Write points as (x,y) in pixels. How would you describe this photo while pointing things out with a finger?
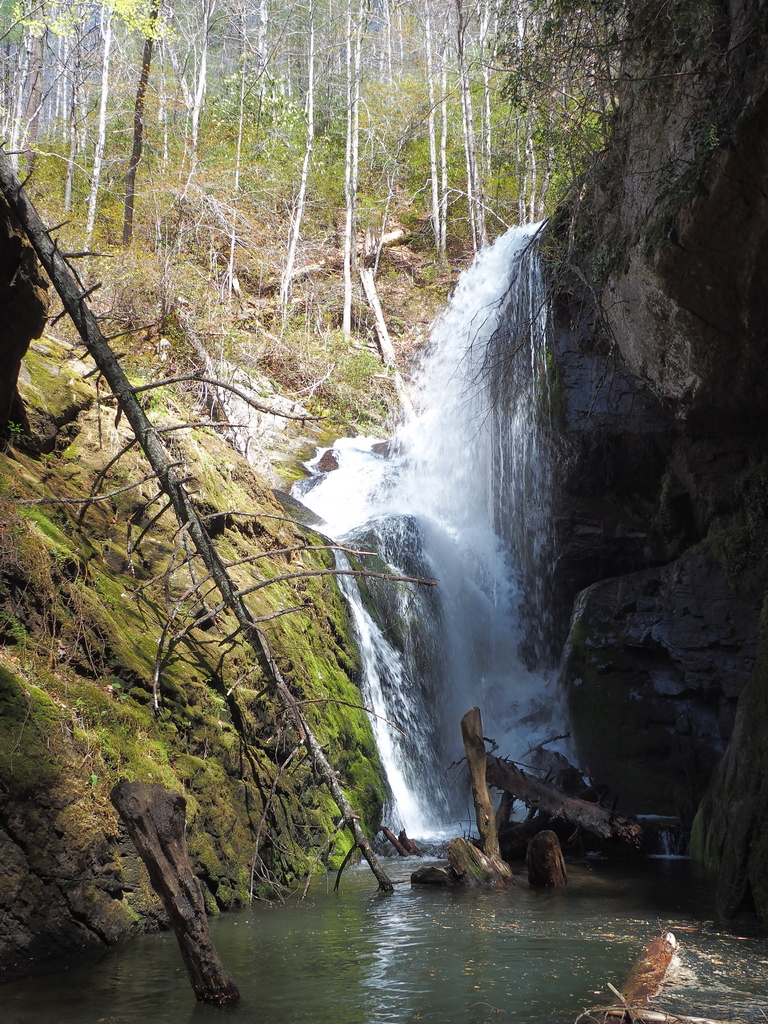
In this image I can see the water (332,951). There are the branches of the tree (214,975) in the water (262,917). To the side of the water (248,916) I can see the rock (593,679) and the mountain (96,607). I can see the water (408,438) flowing from the rock (144,683). In the background (340,104) I can see many trees (215,79).
